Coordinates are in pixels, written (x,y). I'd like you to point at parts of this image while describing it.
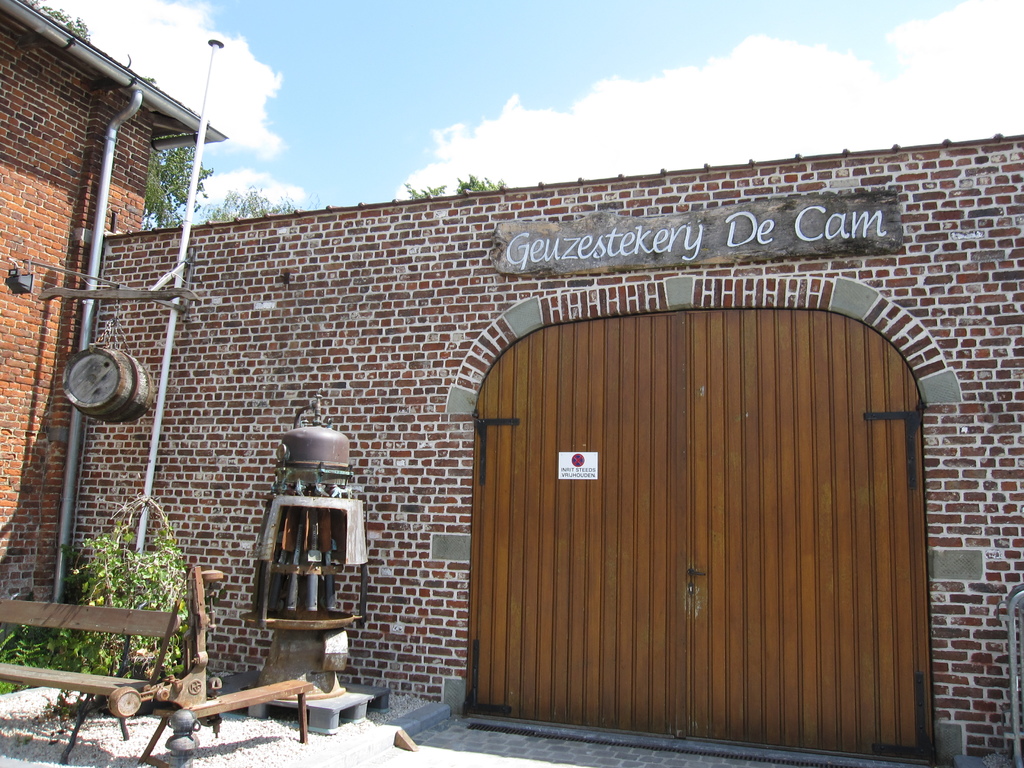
In this image we can see a building (405,358) and wall (161,243) with doors (595,381), there are some poles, plants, bench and other objects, on the wall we can see some text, in the background (462,115) we can see the sky (378,48) with clouds (585,120).
